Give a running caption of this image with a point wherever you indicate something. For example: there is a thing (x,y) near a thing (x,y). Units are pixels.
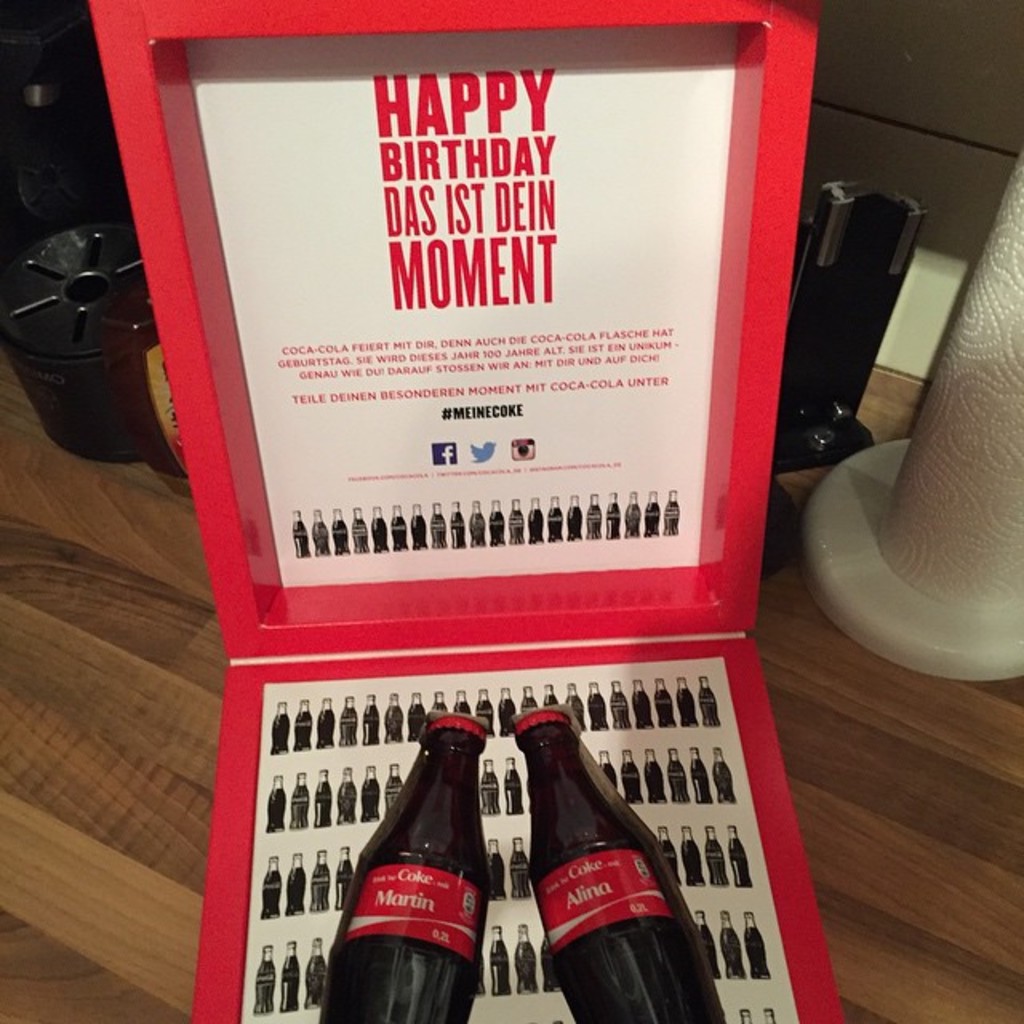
In this image I can see a box (300,681) which is placed on the table (93,834). In this box (383,220) there are two bottles (570,934). In the background (101,121) there are some objects (104,256) are placed.
